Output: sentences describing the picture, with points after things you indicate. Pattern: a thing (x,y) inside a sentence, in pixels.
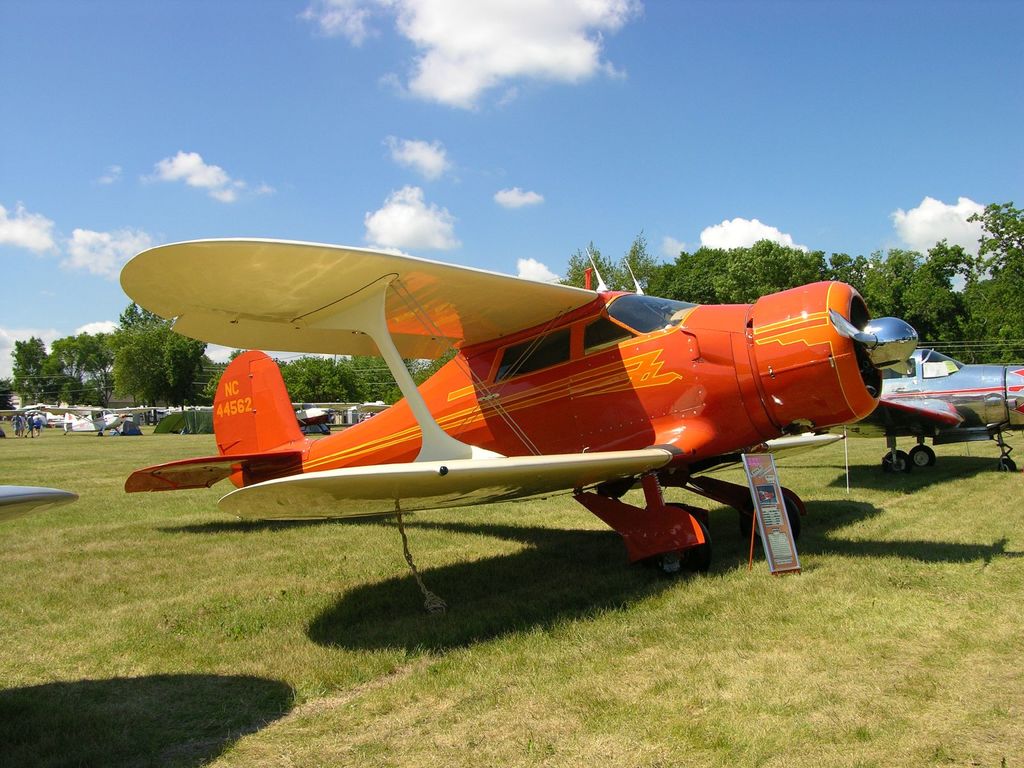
In this image there are aircraft (412,463) on a grassland (199,648), in the background (127,367) there are tree (740,278) and the sky (290,204).
